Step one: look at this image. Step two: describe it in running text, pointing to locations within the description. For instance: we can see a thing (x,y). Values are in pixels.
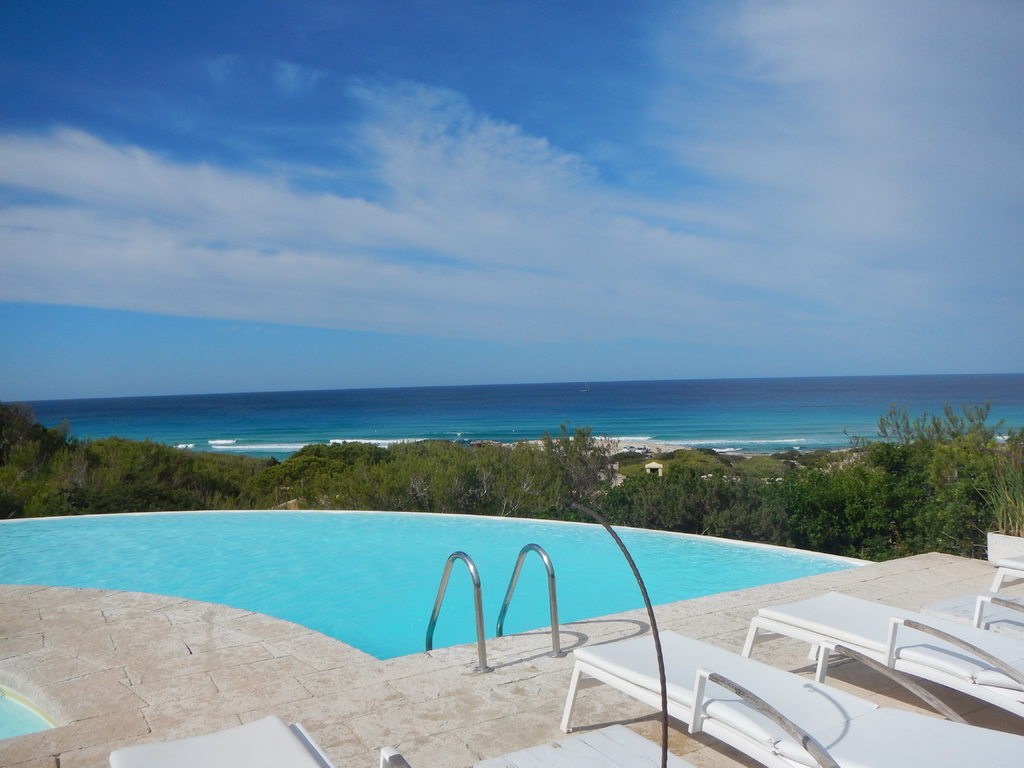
As we can see in the image there is a swimming pool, benches (684,698), trees (689,513) and water (618,404). On the top (455,126) there is sky (476,167) and clouds (476,167).
